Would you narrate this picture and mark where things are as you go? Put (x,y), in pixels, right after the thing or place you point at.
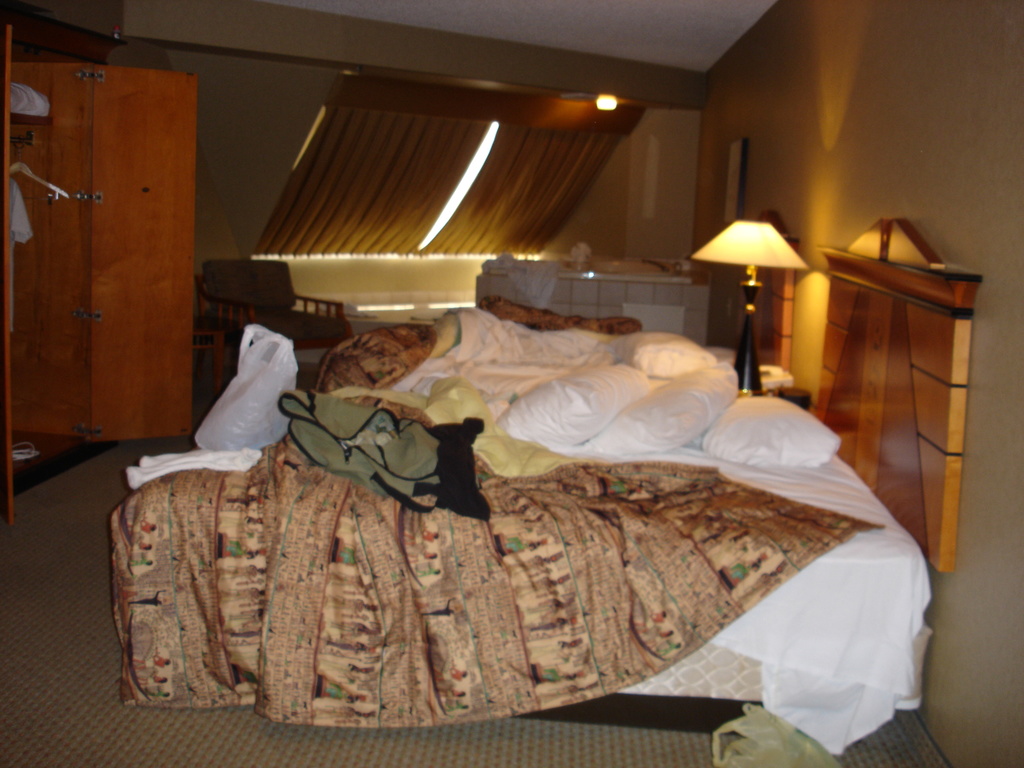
This is an inside picture of a room (545,617), in this image we can see a bed (540,394), on the bed (557,393), we can see the pillows (568,384), bags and bed sheets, also we can see lamp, cupboard (87,377) and curtain (442,248), there are chairs (248,311) and a photo frame (737,197) on the wall (1003,653).
